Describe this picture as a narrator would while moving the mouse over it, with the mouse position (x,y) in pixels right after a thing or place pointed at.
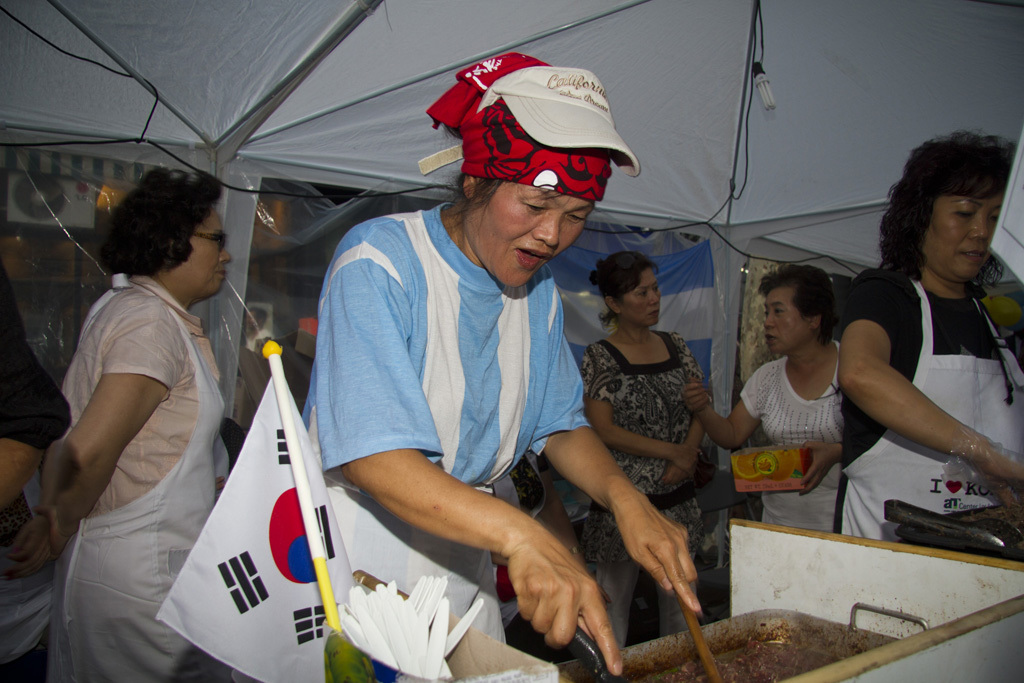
As we can see in the image there is tent (671,30), light (760,73), flag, dish (691,648) and few people (550,400).
